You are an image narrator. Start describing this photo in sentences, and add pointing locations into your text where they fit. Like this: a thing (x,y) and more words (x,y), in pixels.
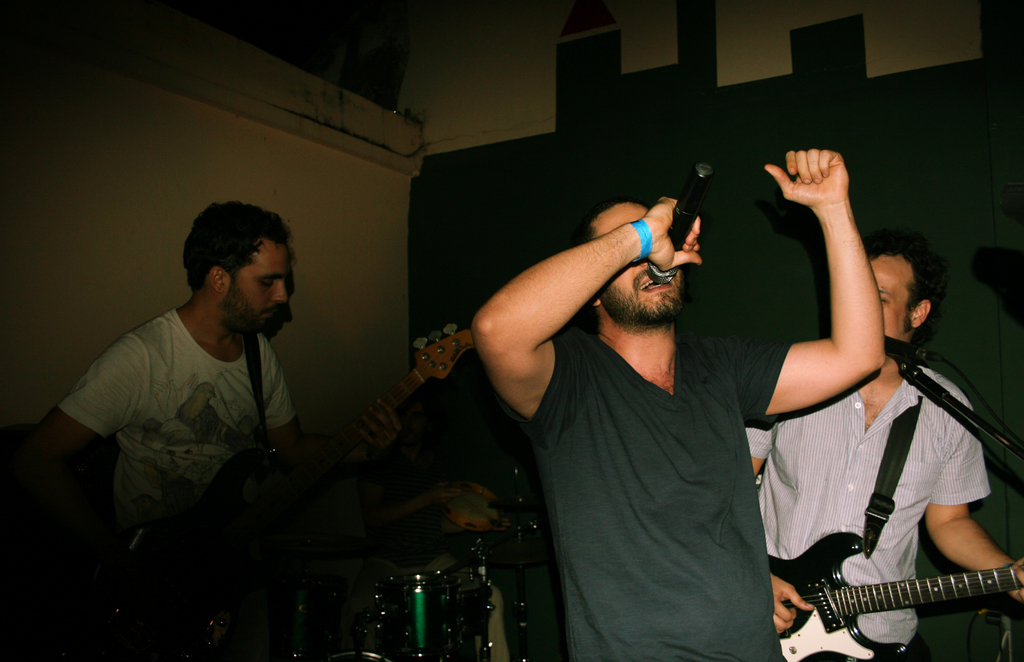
The picture is from inside a room (474,357), there are three people (862,335) standing first person (725,389) is singing, the person (886,362) right to him is playing guitar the person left to him also playing guitar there is a band (406,607) beside him in the background (456,166) there is a wall (594,115).
